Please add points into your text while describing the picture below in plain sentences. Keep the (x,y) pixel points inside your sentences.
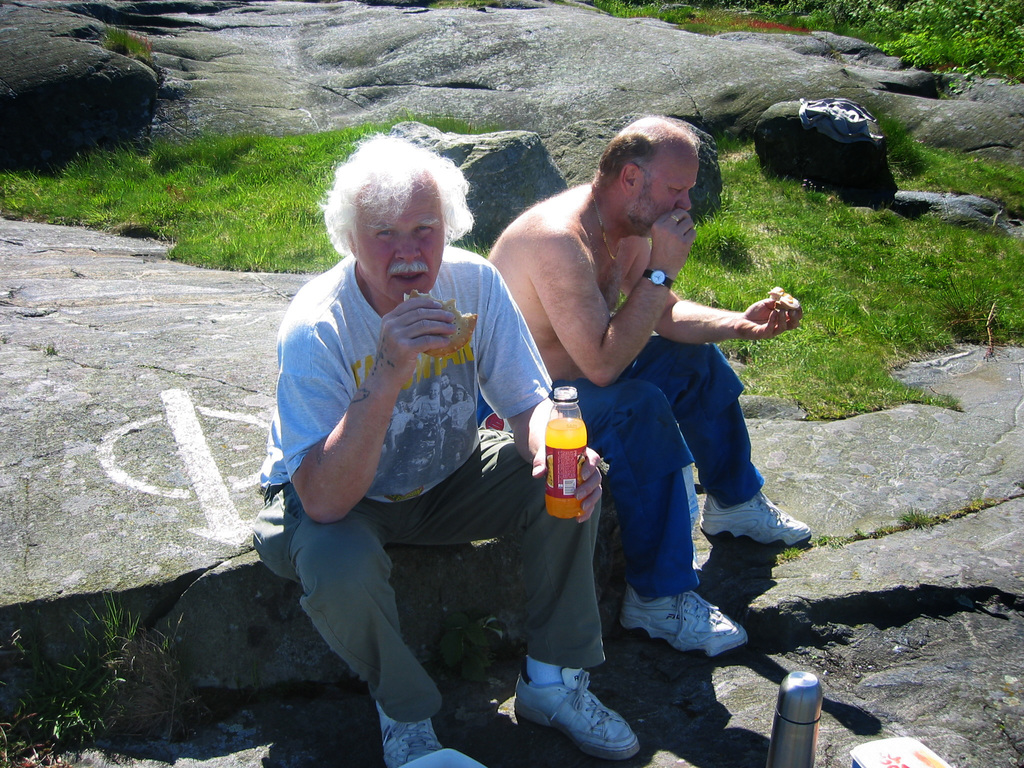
In this picture we can see men (435,319) sitting on rock (917,674) and one is holding bottle (552,459) with drink (554,448) in it in his hand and they both are eating some food item (453,338) and in front (797,735) we can see a bottle (788,693) and a box (867,744) and in the background (311,171) we can see grass (310,155), trees (917,26).
